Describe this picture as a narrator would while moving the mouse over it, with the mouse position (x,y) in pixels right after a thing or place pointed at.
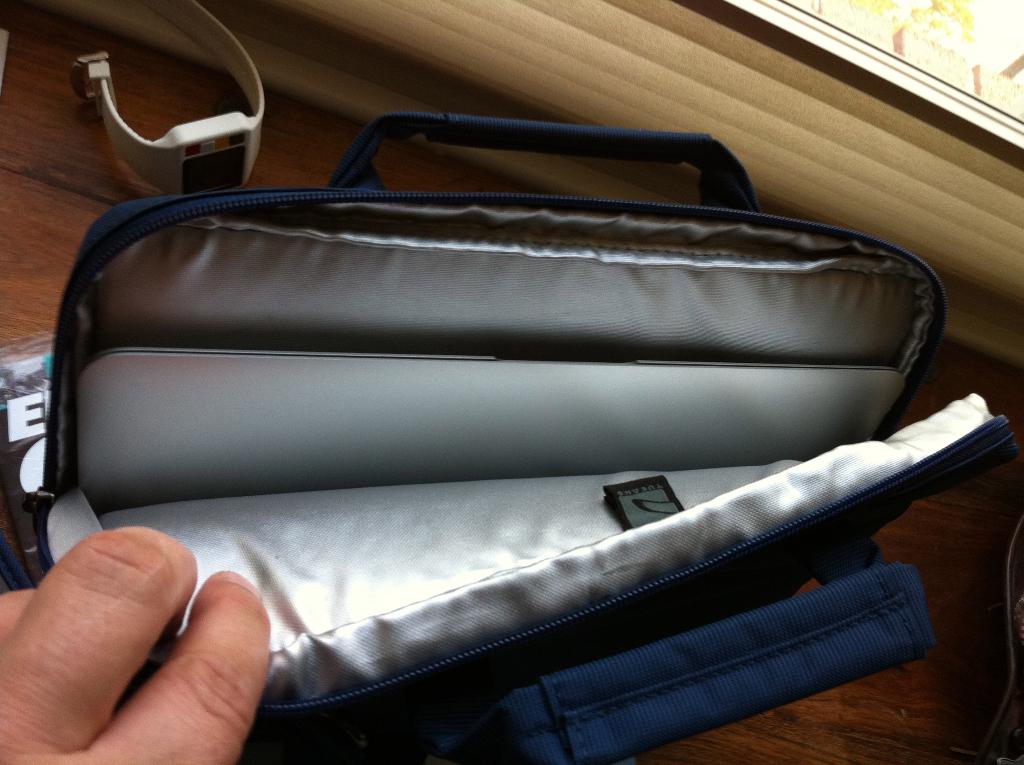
In this picture we can see a person (129,568) holding a bag (684,566). There is a watch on the table (999,374). We can see a plant (927,12) in the background (925,26).
